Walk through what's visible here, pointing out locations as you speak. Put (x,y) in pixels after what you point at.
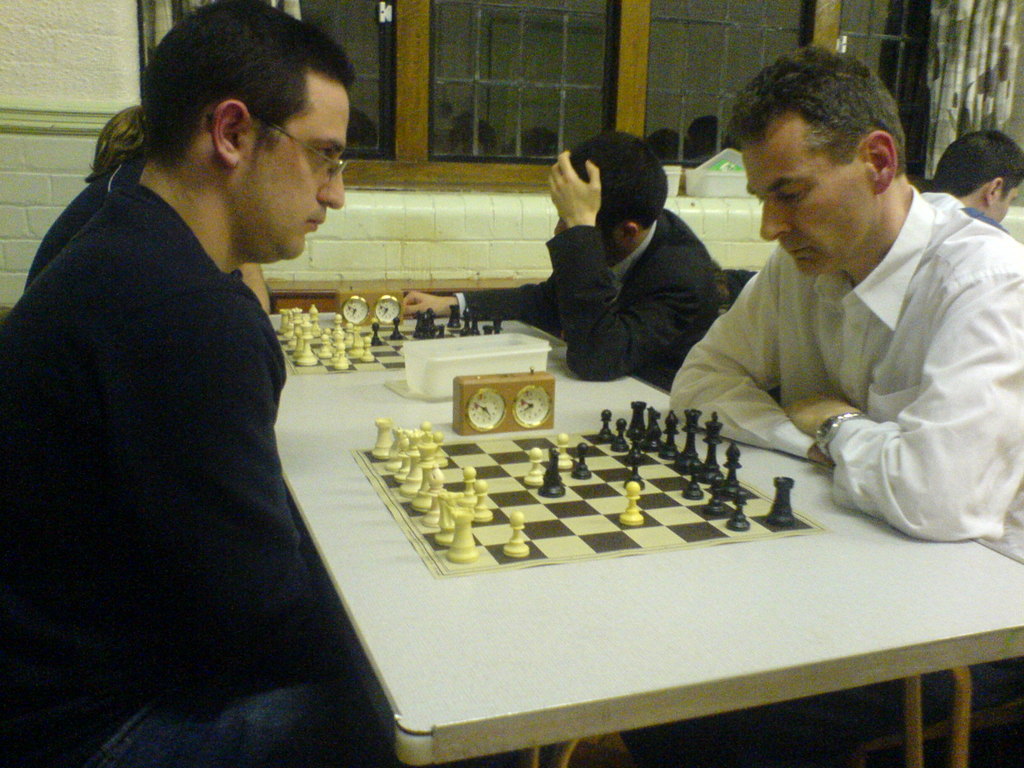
This persons (992,250) are sitting on a chair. In-front of this person (181,250) there is a table (849,561), on a table (841,550) there is a clock (513,398), container (508,370), chess board (586,484) and coins (785,482). This is window (614,45).
